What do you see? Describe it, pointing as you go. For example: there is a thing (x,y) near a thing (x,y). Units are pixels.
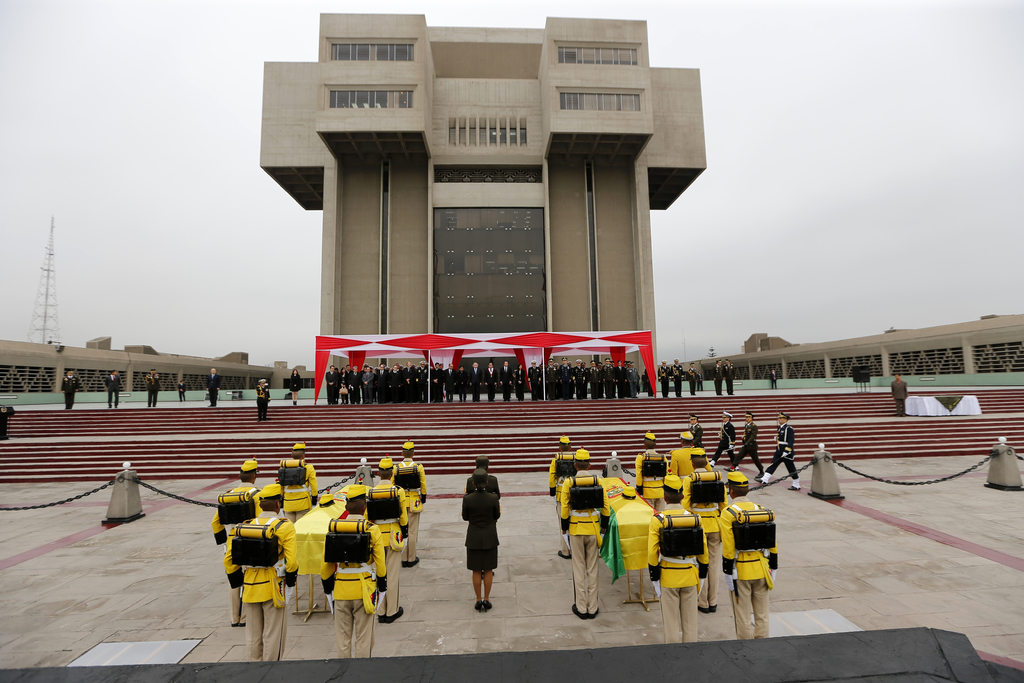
In the center of the image (556,454) we can see a few people (580,580) are standing. Among them, we can see a few people (396,564) are wearing caps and some objects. Between them, we can see some objects (645,531). In the background (571,214), we can see the sky (87,136), one building (538,198), one pole type structure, staircase (604,407), few people (606,382) are standing and a few other objects (946,397).
